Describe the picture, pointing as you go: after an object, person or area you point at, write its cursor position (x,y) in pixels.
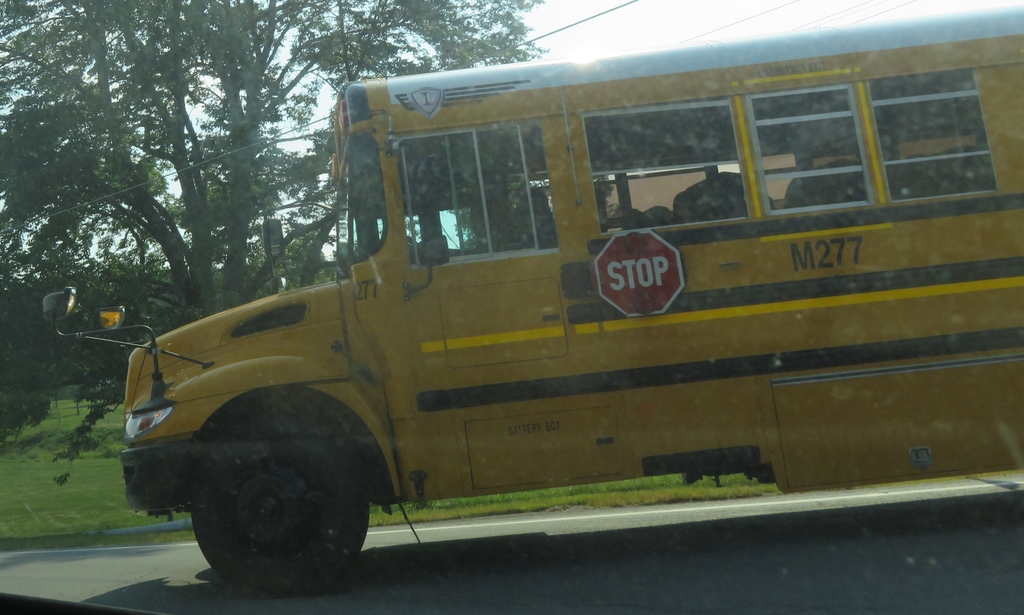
In the image we can see there is a bus (543,335) parked on the road (693,547) and there is a sign board (640,278) on the bus (586,291) on which it's written ¨Stop¨. There is ground (85,456) covered with grass (85,456) and behind there are trees (123,172).
